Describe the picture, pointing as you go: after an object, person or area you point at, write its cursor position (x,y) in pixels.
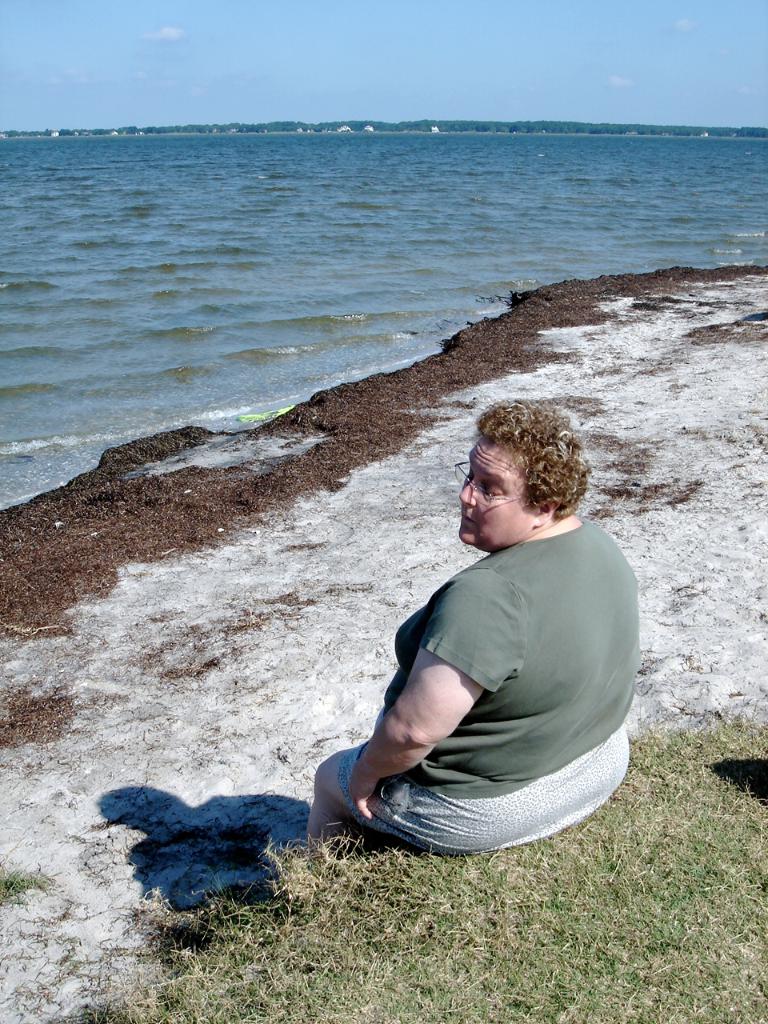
In this image I can see a person (509,728) sitting on the grass (512,886). In the background (274,258), I can see the water (448,204) and clouds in the sky (477,49).
